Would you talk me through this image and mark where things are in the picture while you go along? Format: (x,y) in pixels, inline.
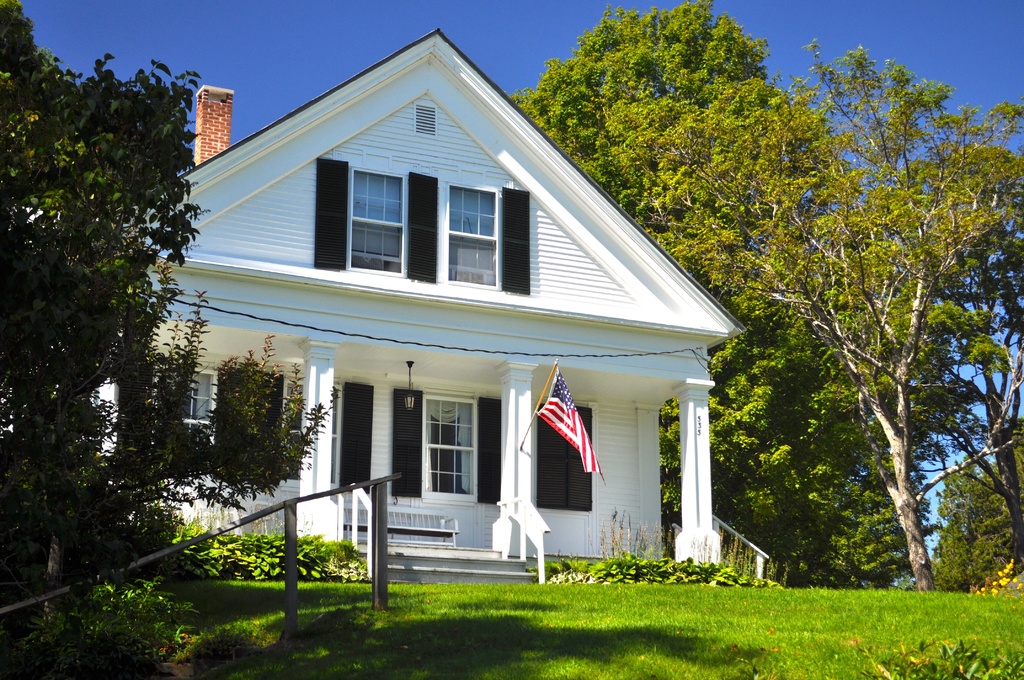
In the picture we can see a grass surface (682,678) on it, we can see a railing (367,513) and some plants (940,671) and behind it, we can see a house (646,302) which is white in color and to it we can see some windows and door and beside the house (552,280) we can see some trees (717,153) and in the background (229,35) we can see a sky (970,58) which is blue in color.
